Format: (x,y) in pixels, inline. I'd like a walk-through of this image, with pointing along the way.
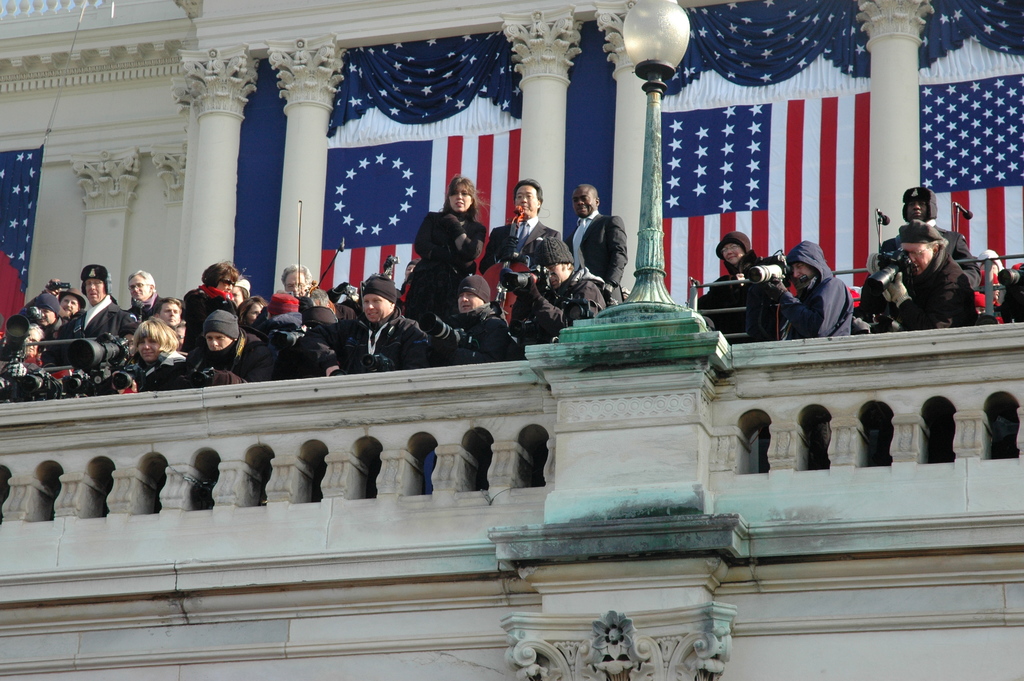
Here in this picture we can see number of people (274,318) standing over a place (684,310) and some people (797,332) are capturing the moment with cameras (126,374) in their hand (886,294) and the person (516,267) in the middle (516,267) is speaking something with microphone (520,220) in his hand (508,252) and we can see a lamp post (680,23) present and behind them we can see flags (338,196) present on the wall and we can see pillars (906,75) of the building (898,132) over there.
